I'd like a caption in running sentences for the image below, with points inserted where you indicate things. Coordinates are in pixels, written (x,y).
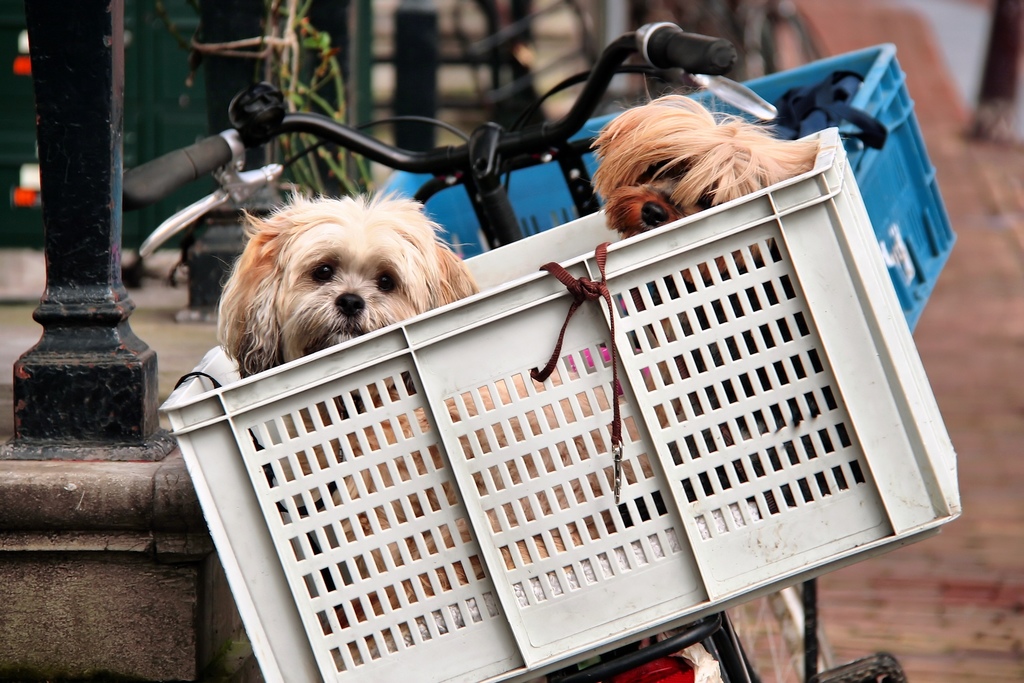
In the middle of the image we can see a bicycle (707,64), on the bicycle (720,63) we can see baskets (752,365). In the baskets (784,197) there are two dogs (322,233). Behind the bicycles (256,108) there are some poles (995,35) and background of the image (1011,31) is blur.
